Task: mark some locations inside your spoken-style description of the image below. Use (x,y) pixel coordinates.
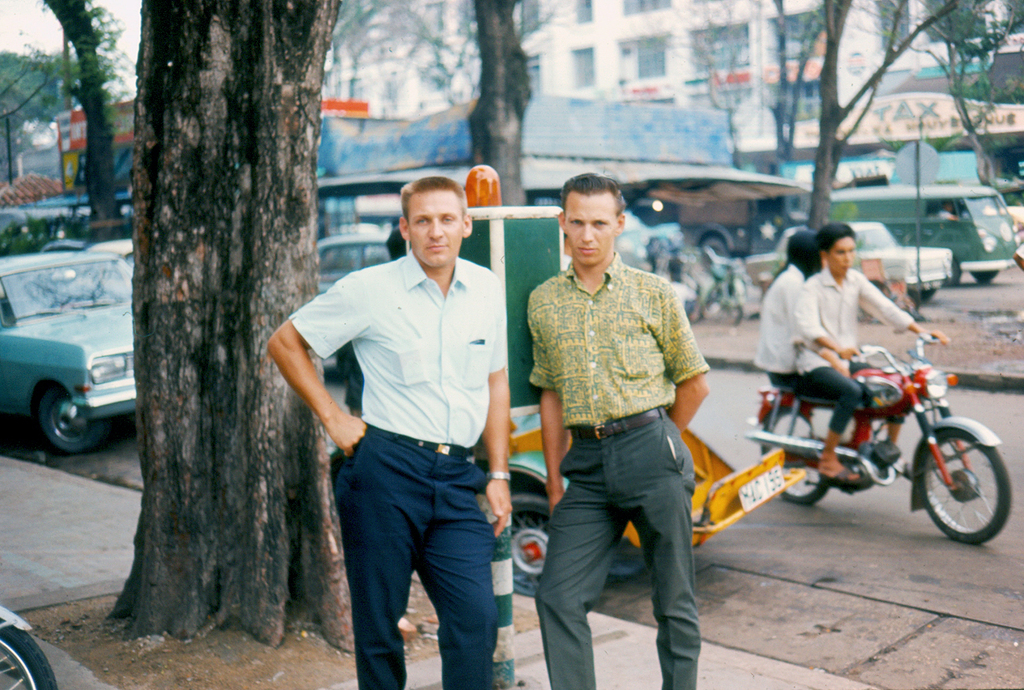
in this picture we can see a person (402,322) standing on the ground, and beside him a man (547,311) is standing, and at side there is the tree (141,252), and at back (76,333) there are vehicles (331,248) travelling on the road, and here there is the building (560,76) and here there is the car (67,322).
